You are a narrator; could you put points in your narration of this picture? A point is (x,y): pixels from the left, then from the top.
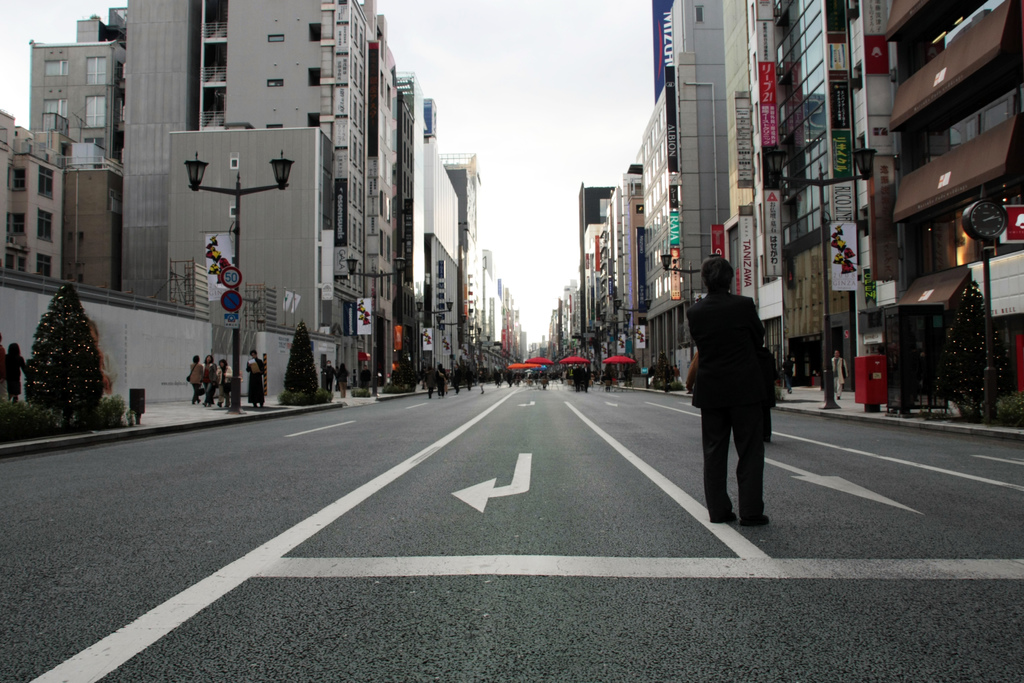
In this image, there are a few buildings (704,32), trees (411,362), poles (376,303), people (331,367), umbrellas (540,366), plants (104,401) and trees (292,352). We can also see some boards (441,306) with text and images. We can see the ground (898,542) and the sky (552,301).
